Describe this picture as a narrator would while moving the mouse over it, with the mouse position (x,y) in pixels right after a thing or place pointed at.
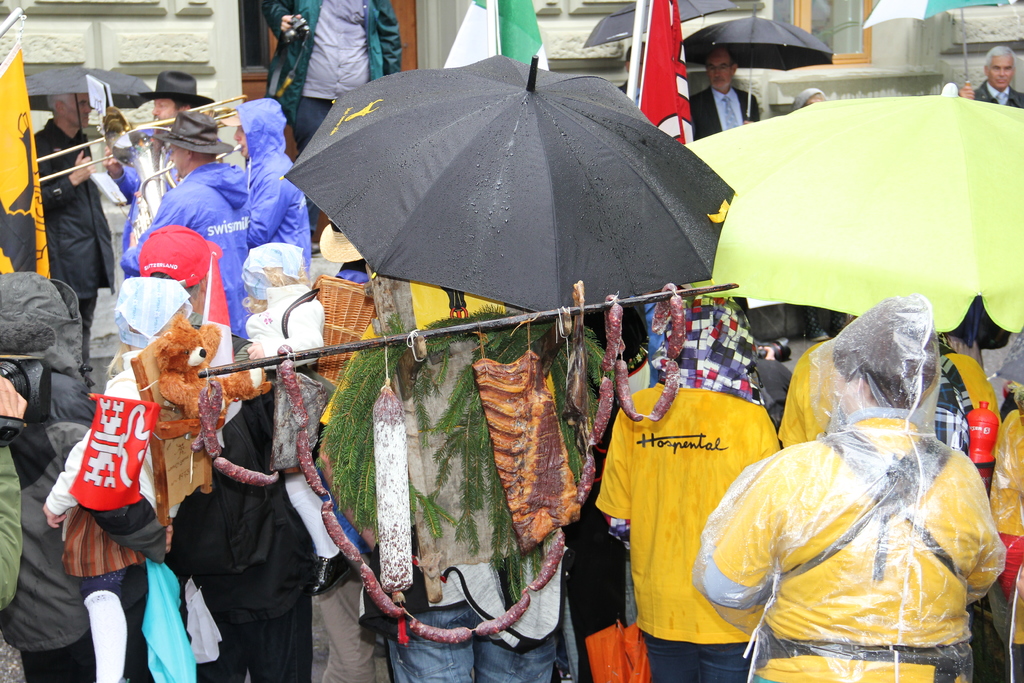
In this image I can see number of persons (682,437) standing and few of them are holding umbrellas (885,123) in their hands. I can see a rod (350,350) and to it I can see hot-dogs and few other objects (527,368). In the background (448,63) I can see few flags (448,63) and a building (857,3).
